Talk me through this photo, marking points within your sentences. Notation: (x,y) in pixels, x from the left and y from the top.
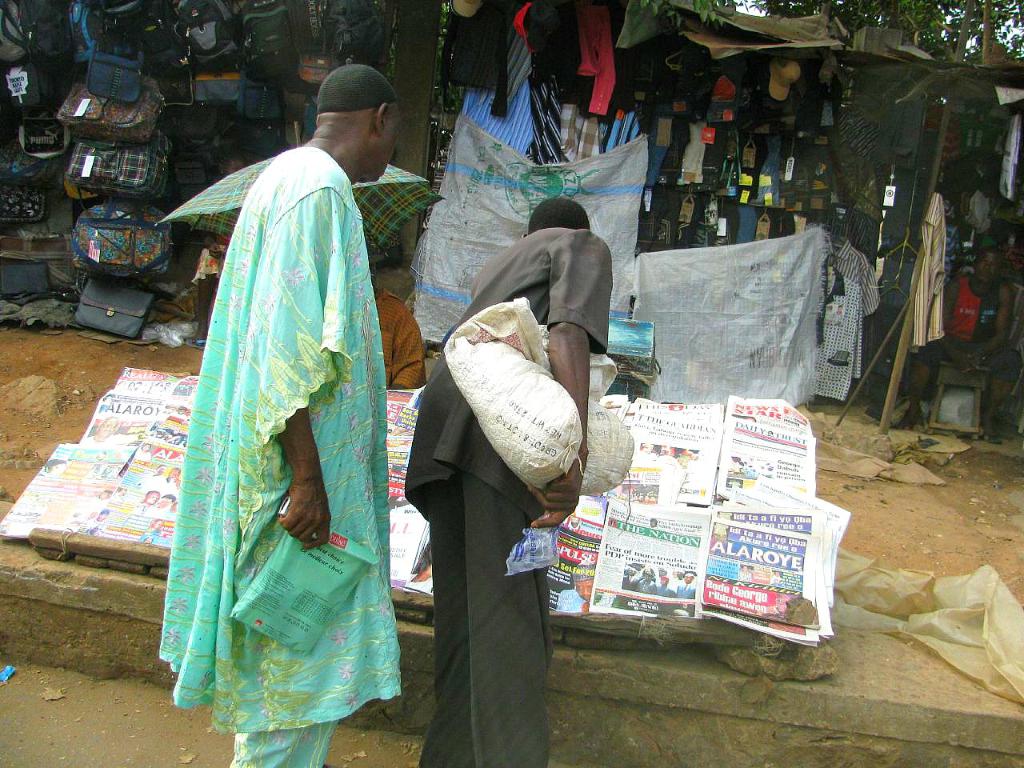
This image consists of two men (345,217) standing. At the bottom (26,677), there is a road (57,703). In the background (581,87), there is a shop (473,93), in which there are pants (706,126) and bags (115,99).
